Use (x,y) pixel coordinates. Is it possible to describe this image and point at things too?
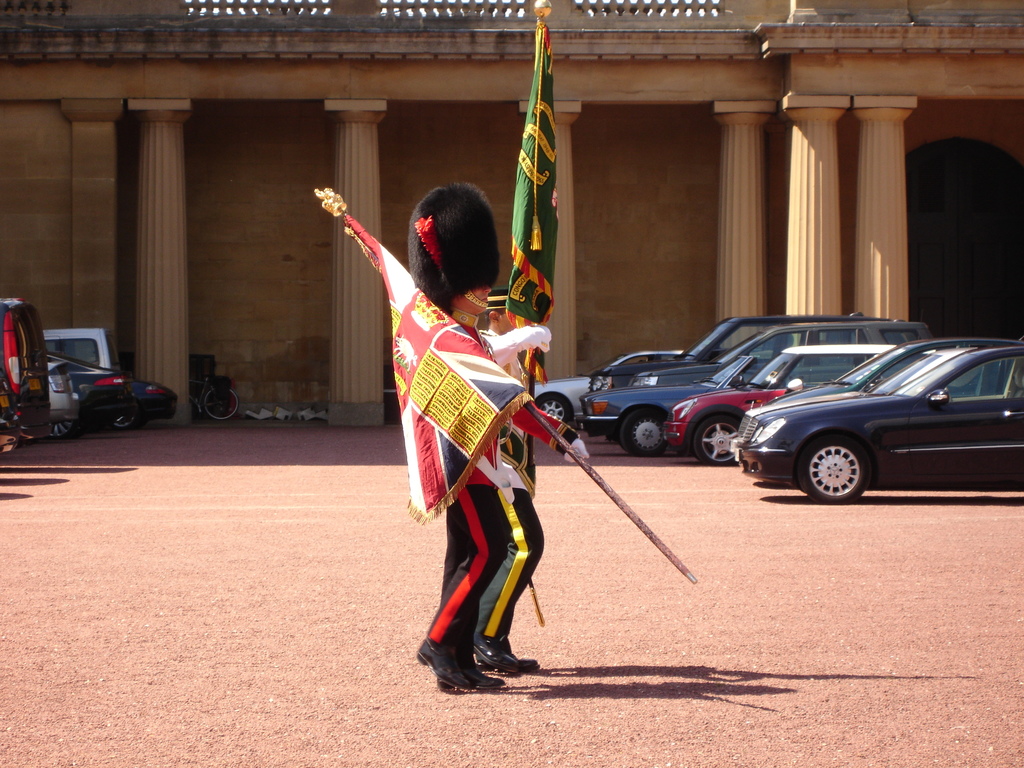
In this image in the center (518,343) there are two people (518,368) who are holding pole (531,379) and flags (450,400), and on the right side (790,425) and left side (110,394) there are vehicles (594,425). In the background (697,170) there are pillars (879,173) and building (317,135) and some objects (191,397), at the bottom (162,615) there is a walkway (556,610).
